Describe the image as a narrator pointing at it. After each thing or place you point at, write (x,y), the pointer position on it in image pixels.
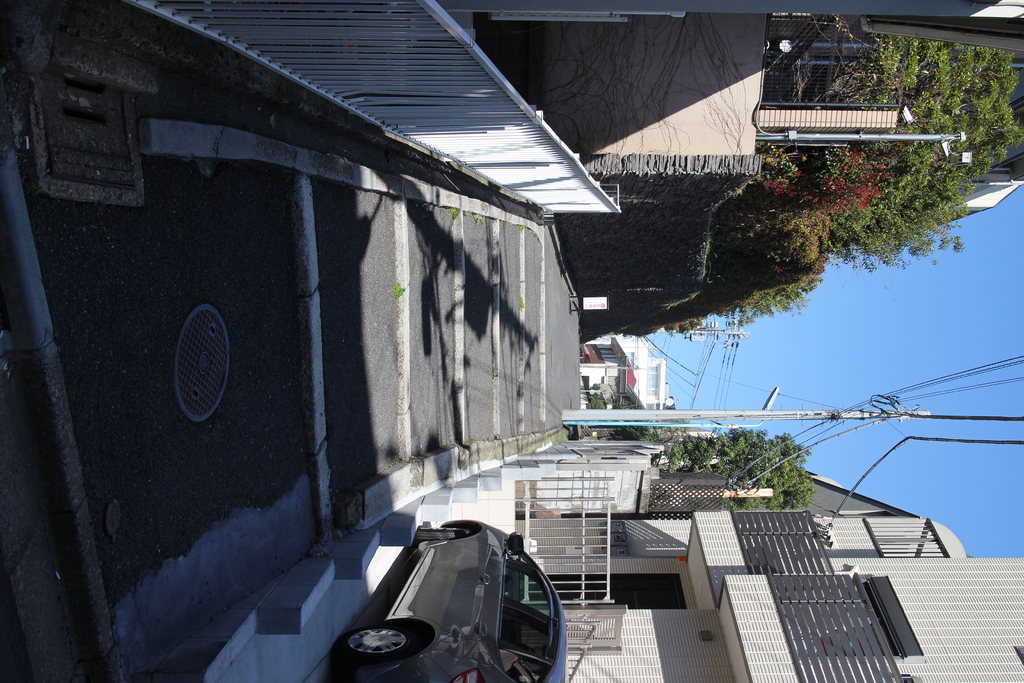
This image consists of a road (61,303). To the right (796,656) and left there are buildings (647,45). At the bottom (410,624), there is a car (447,618). And there are trees (800,274) along with pole (866,415) and wires (903,443).
